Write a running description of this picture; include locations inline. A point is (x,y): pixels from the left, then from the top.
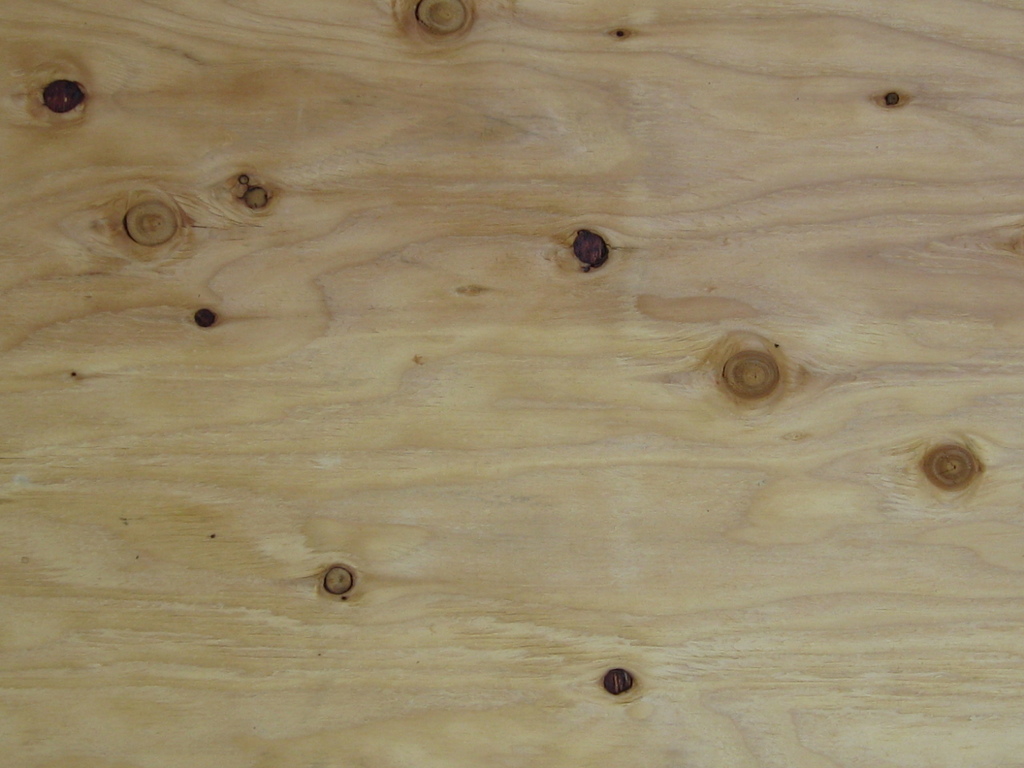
In this picture we can see a wooden object (395,543) with marks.
